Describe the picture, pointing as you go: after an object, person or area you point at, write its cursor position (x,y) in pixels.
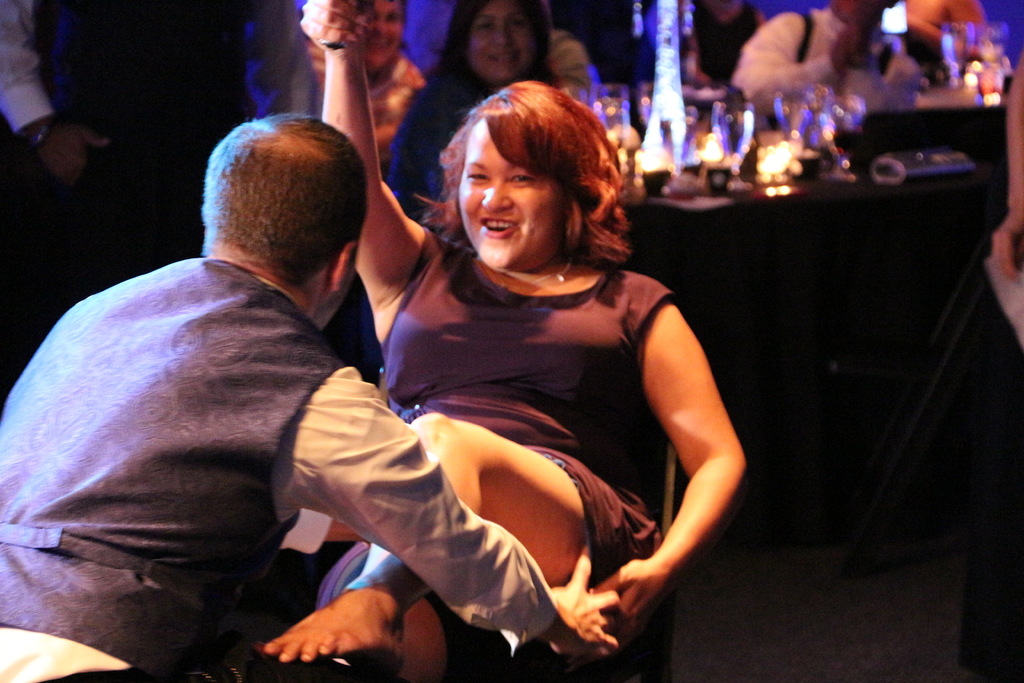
In this image I can see number of people (475,221), few glasses (743,123) and I can see this image is little bit blurry from background (65,59).
